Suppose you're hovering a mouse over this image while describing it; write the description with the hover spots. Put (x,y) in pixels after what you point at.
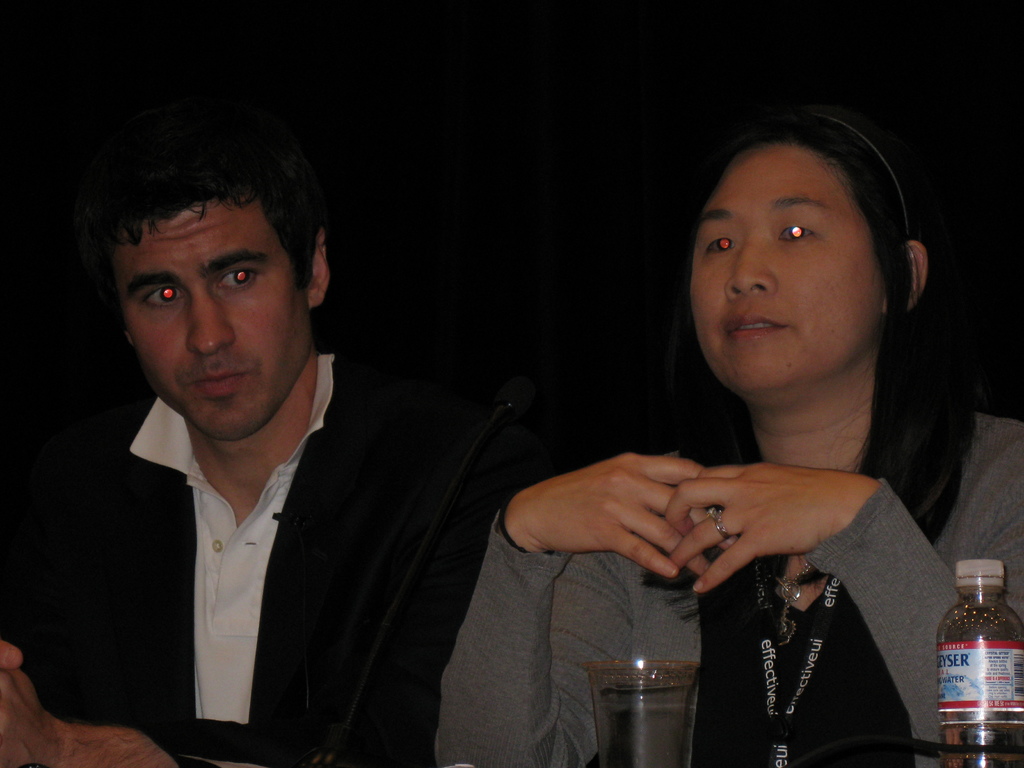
There is a man (194,390) and a woman (733,529). Woman (736,519) is wearing a tag (763,645). In front of her there is a mic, glass (621,698) and a bottle (984,656). In the background (494,150) it is dark.
